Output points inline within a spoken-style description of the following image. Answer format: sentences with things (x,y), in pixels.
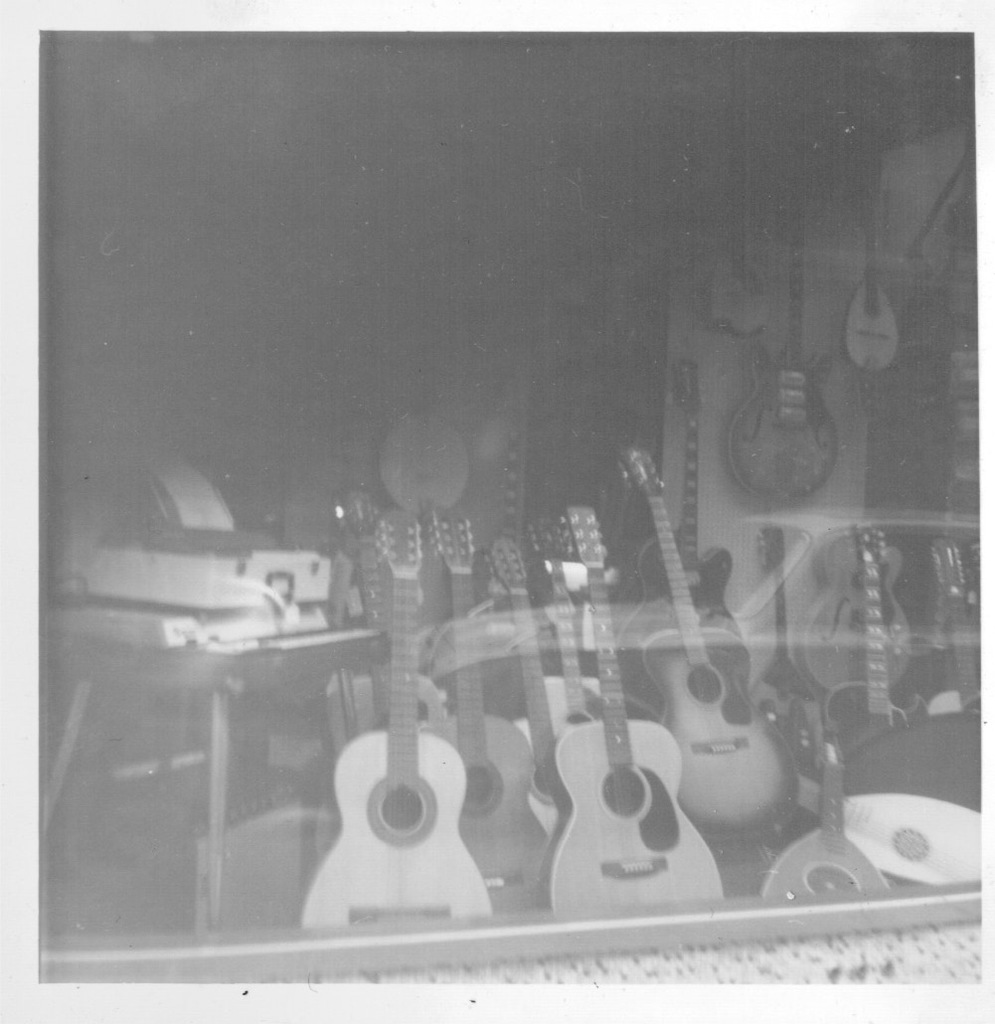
This all are musical instruments (413,711).
